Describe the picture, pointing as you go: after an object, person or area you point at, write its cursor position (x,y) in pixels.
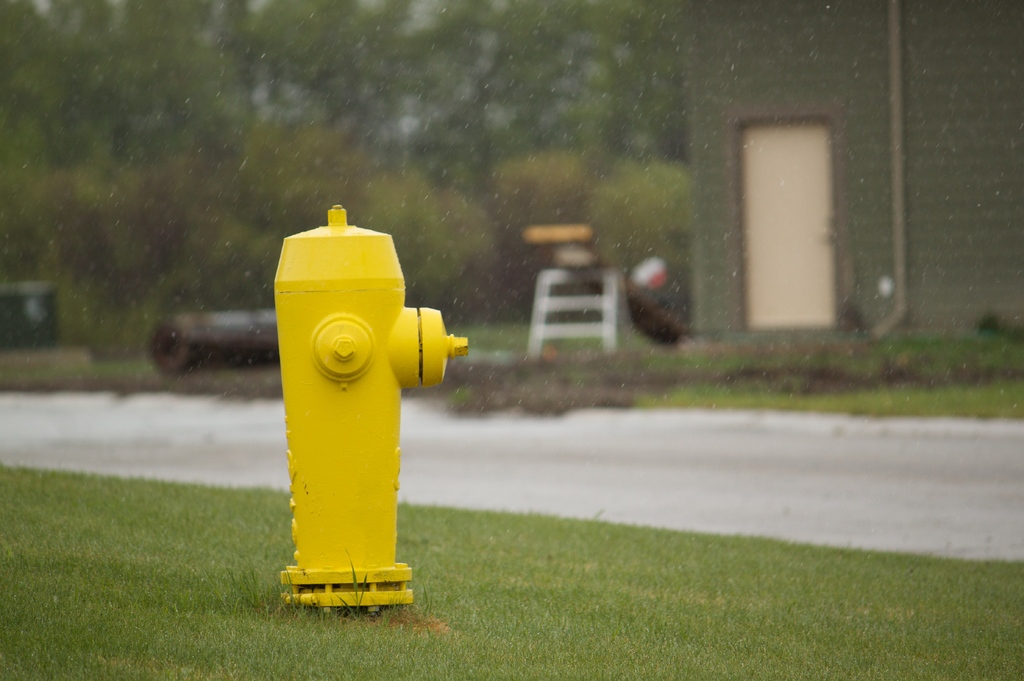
In this image we can see fire hydrant (298,441) which is in yellow color and in the background of the image (210,456) there is a house (781,190), road (267,481) and some trees (681,251).
